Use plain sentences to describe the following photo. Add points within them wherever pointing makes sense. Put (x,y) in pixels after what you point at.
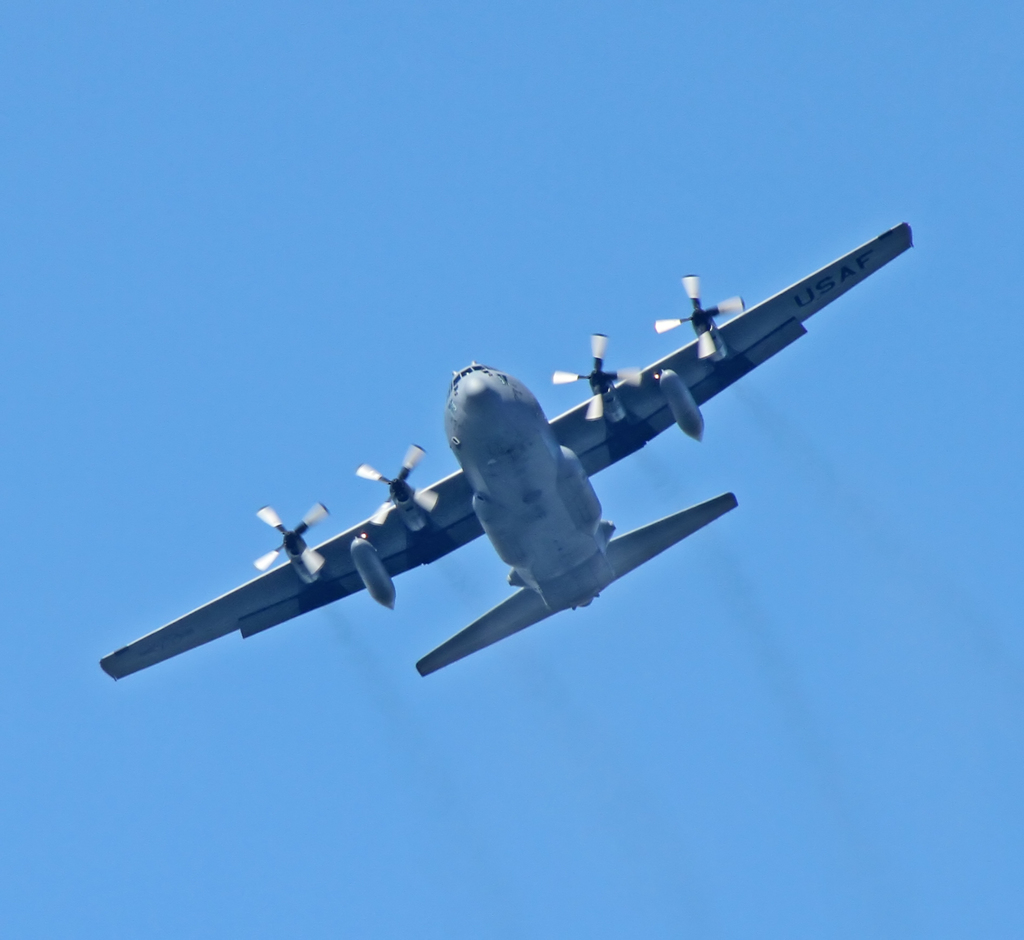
In this image there is an aeroplane (611,542) in the air (685,713). In the background of the image (488,169) there is sky (352,97).
